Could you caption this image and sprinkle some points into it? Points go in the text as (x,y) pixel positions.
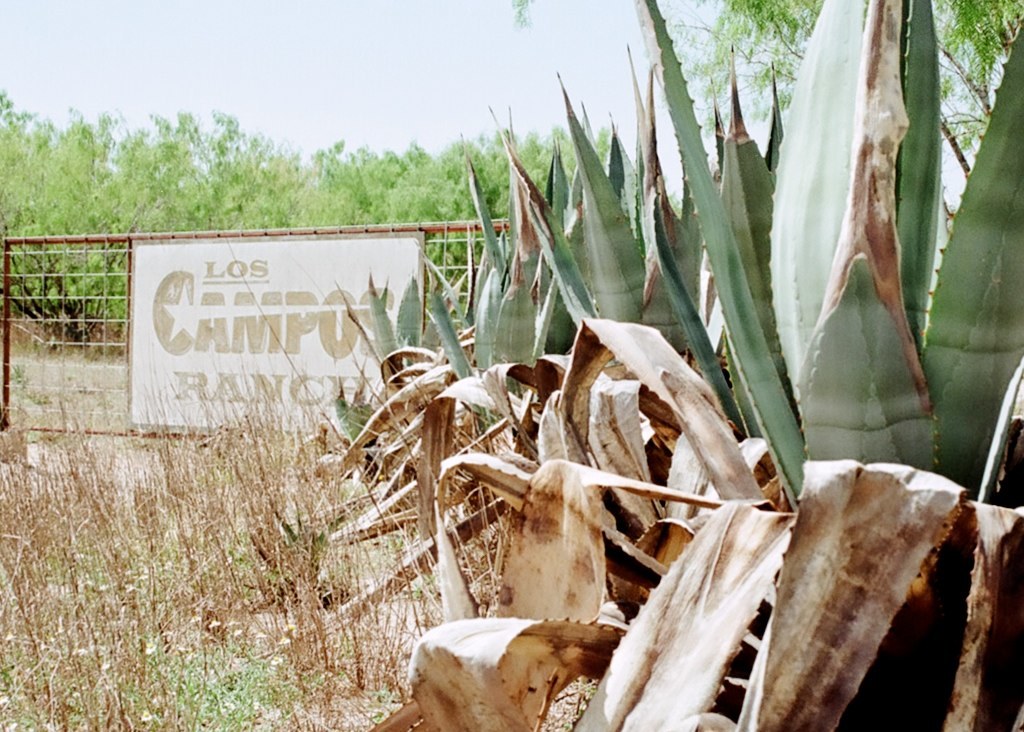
In this image in the foreground (653,481) there are some plants (723,494), and at the bottom (86,539) there is grass (224,519) and in the center (381,251) there is a board (211,254) and there are some trees (31,200). At the top (551,86) there is sky (229,45).
